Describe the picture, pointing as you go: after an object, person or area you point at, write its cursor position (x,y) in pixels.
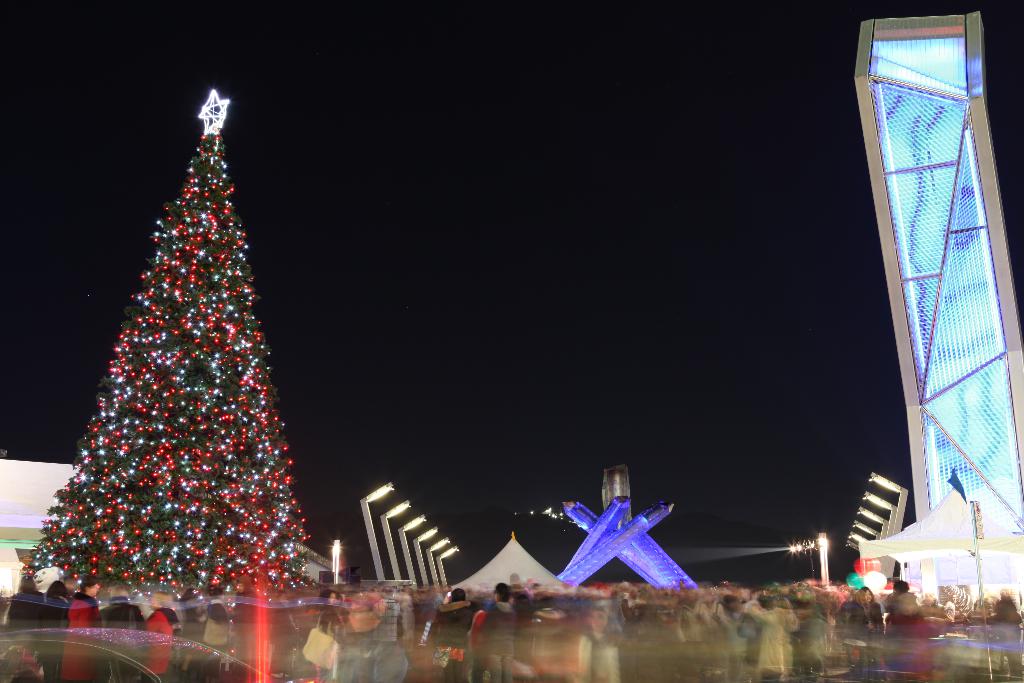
In this image we can see the Christmas tree (198,497). And we can see the lights (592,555). And we can see a few people (643,608) beside the tree (152,370). And we can see the sky (508,107).
